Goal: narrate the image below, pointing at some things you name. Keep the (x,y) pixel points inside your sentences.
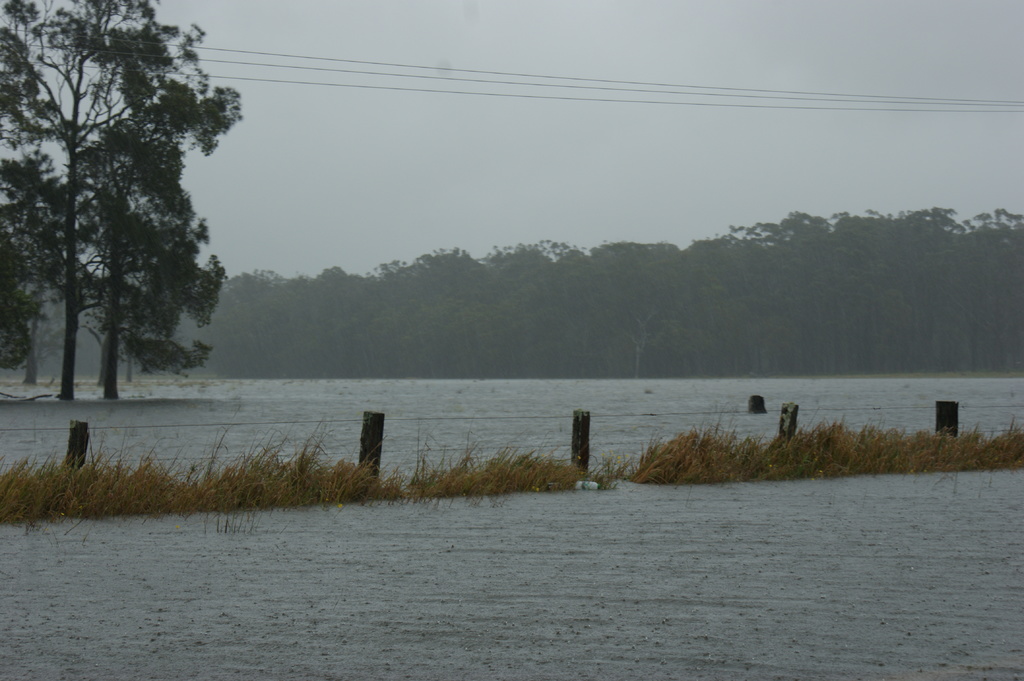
In this image in the front (459,528) there is water (373,540). In the center (374,453) there is grass (282,462) and there is fence (951,419). In the background (284,308) there are trees (597,295) and the sky (347,164) is cloudy and there are wires (357,73) at the top (860,96).
